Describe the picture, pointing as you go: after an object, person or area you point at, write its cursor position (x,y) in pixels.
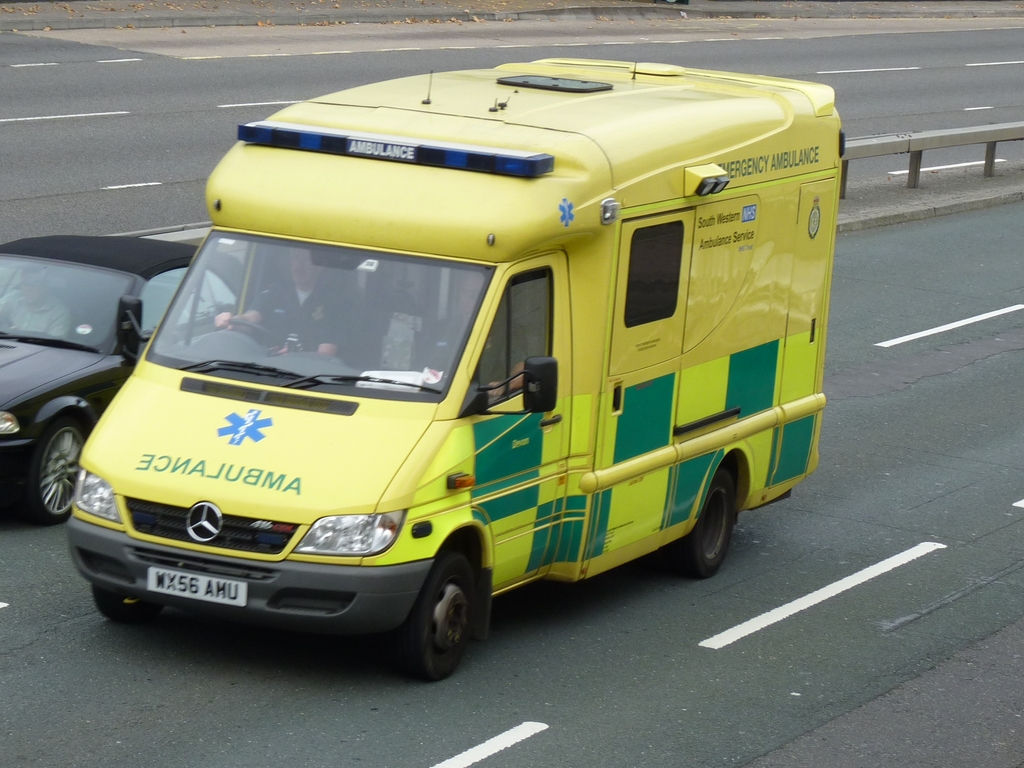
In this image, in the middle (608,432), we can see a vehicle (656,479) moving on the road (753,718), on that vehicle (245,372), we can see a person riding it. On the left side (129,368), we can see a car (42,285) which is in black color moving on the road (972,651), in the car (51,314), we can see a person (57,318) riding it. In the background (1012,446), we can see a road (851,689) with white lines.
